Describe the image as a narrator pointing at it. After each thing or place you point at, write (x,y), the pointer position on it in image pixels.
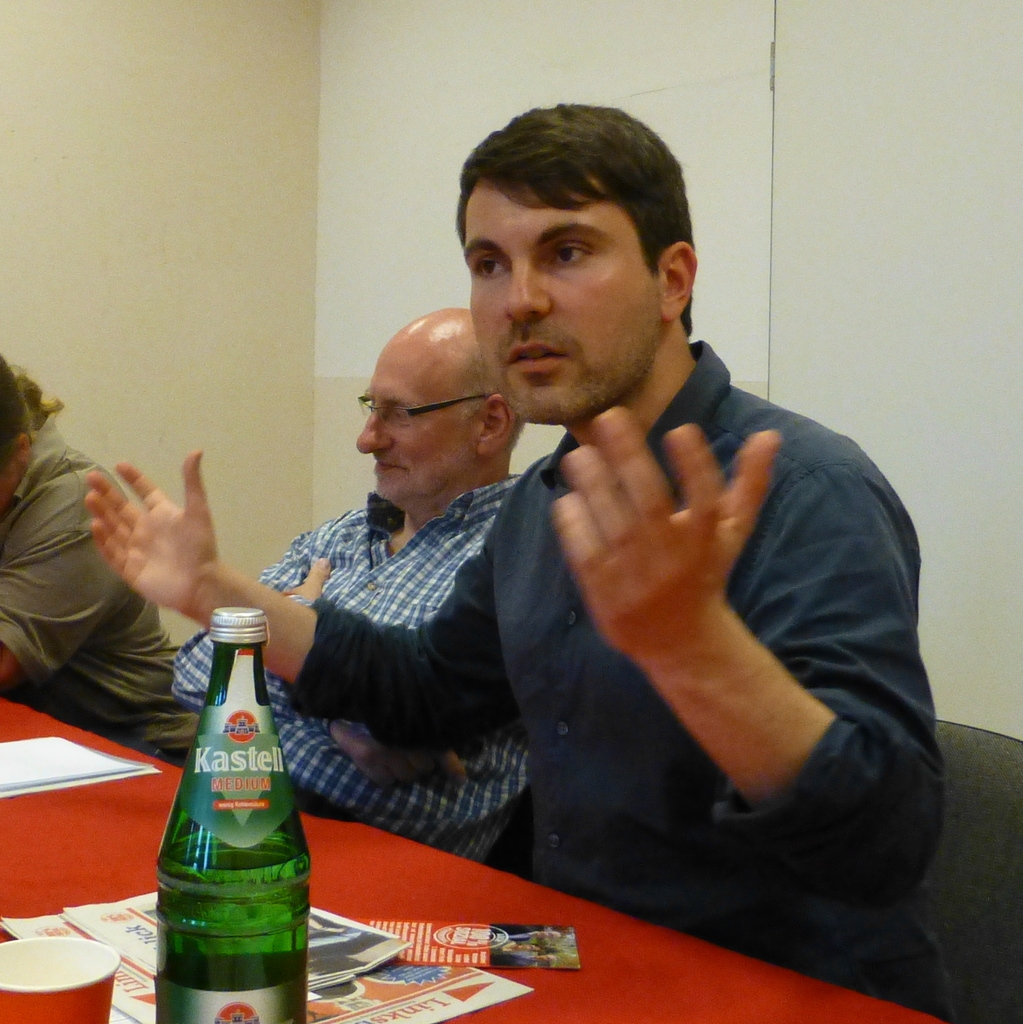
In this picture there is a man (744,618) who is wearing a blue shirt (575,722). There is also another man (391,552) who is wearing a blue check shirt (396,560). And to the left side (73,584), there is also another person (112,628). There is a bottle (162,854) on the table (66,870). There is a cup (96,987) and newspaper (375,963) on the table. There is a pamphlet (496,946) placed on the table (477,922).
